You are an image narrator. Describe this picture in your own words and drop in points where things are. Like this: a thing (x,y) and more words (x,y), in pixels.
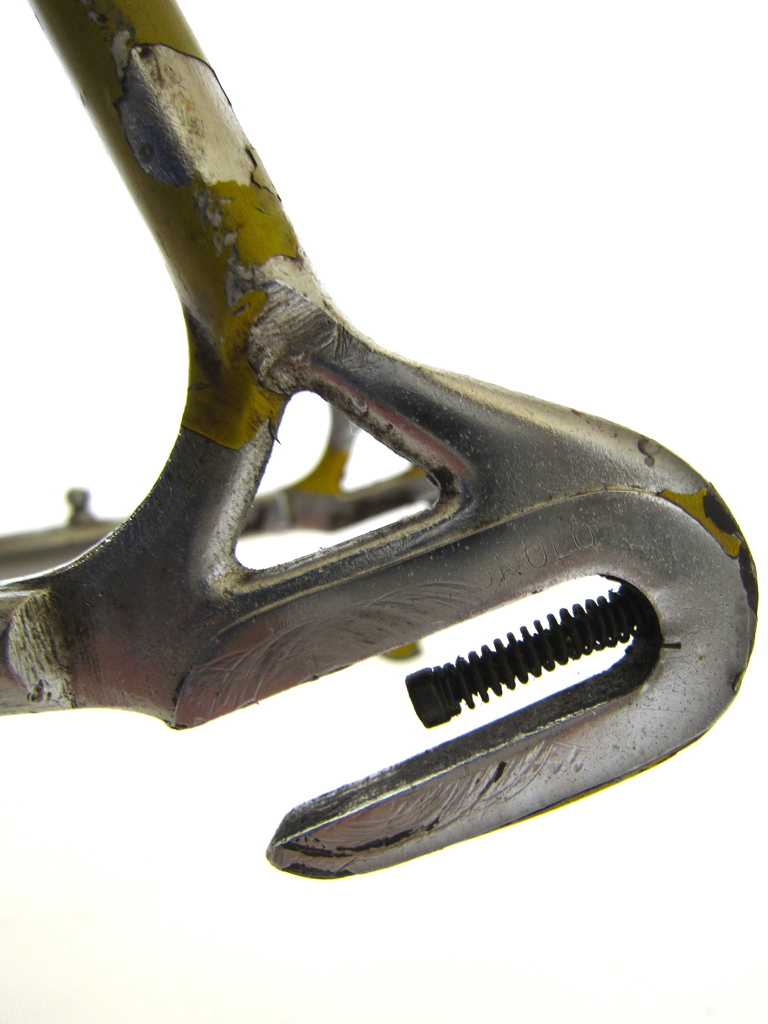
In this picture, it is looking like an iron object (303,496).
